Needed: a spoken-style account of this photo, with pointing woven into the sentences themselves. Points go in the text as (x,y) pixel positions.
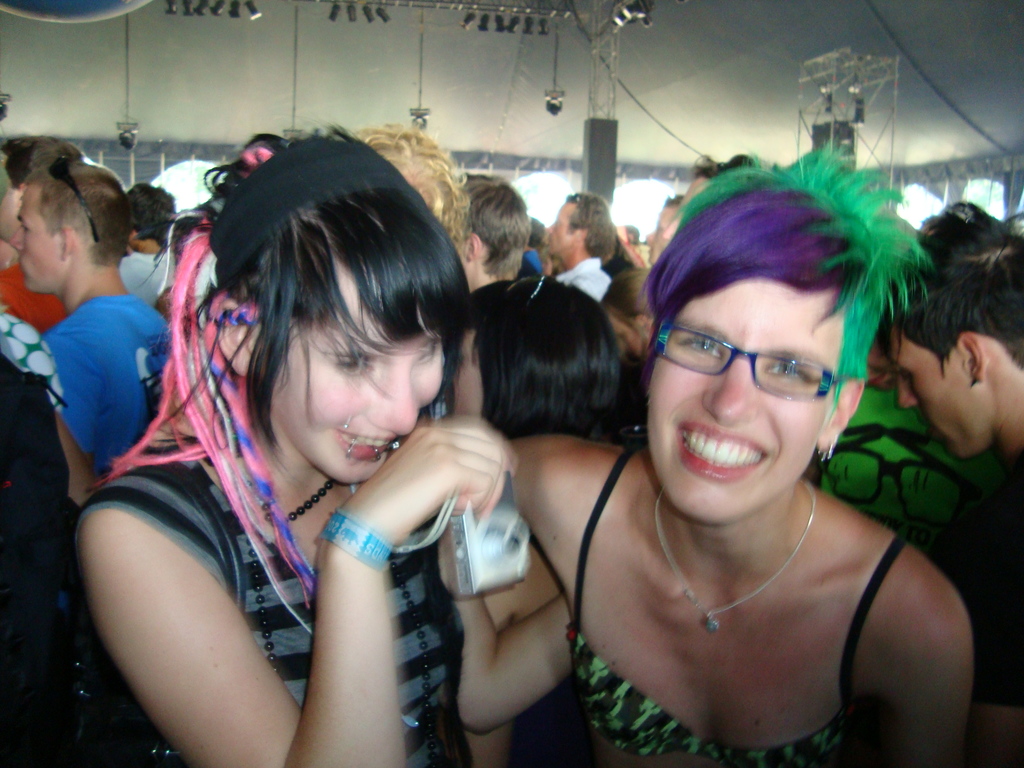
In the image we can see there are people (466,379) standing and in front (304,638) there is a woman (402,644) holding camera (489,533) in her hand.
